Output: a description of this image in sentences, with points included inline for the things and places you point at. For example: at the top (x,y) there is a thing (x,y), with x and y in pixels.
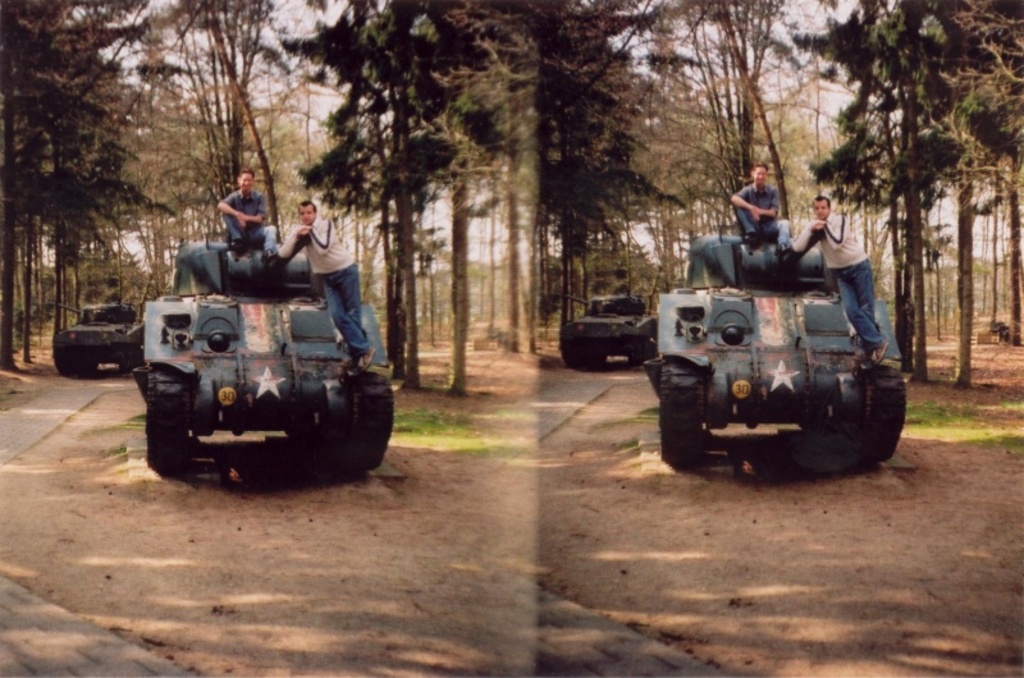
In this picture, there are two images which are same. In the image, there is a tank (300,280). On the tank (282,264), there are two men (248,218). One of the man (252,200) is wearing grey shirt (250,210) and another man (324,236) is wearing white t shirt (330,263). Behind the tank (162,311), there is another military tank (120,337). In the background (286,123), there are trees (446,176).
